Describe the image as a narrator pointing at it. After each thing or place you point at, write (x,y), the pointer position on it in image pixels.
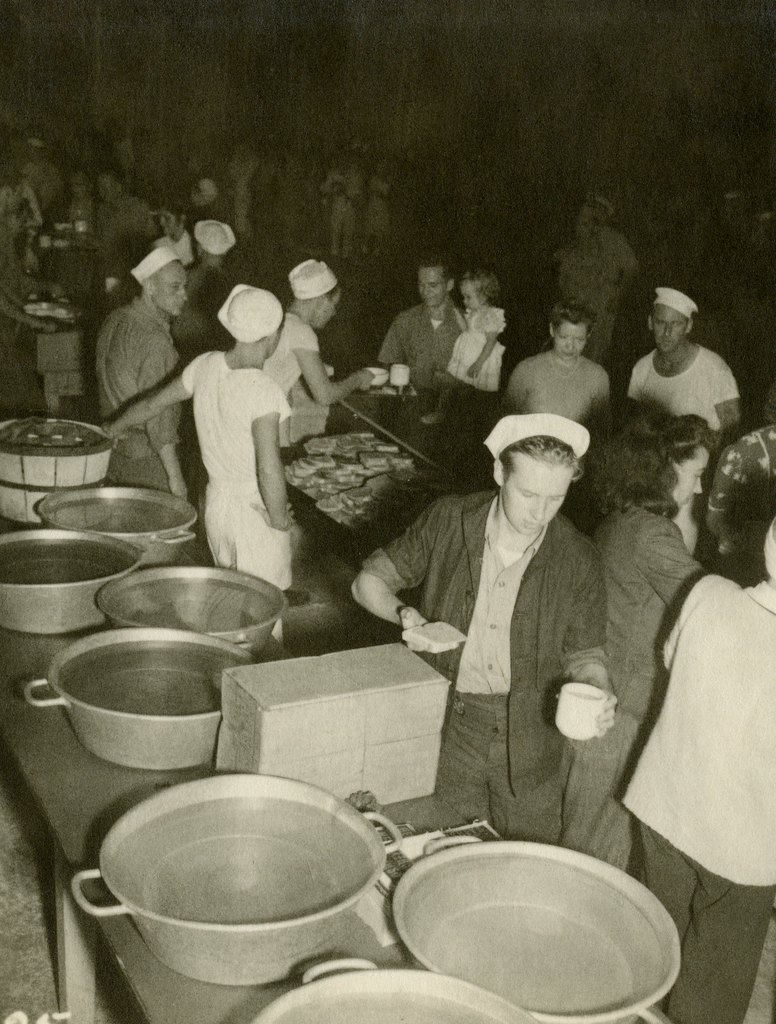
In this image we can see a few people (544,600), some of them are serving food (429,648), there are some bowls (149,579), bread (361,489), cups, and the background (326,204) is blurred.
